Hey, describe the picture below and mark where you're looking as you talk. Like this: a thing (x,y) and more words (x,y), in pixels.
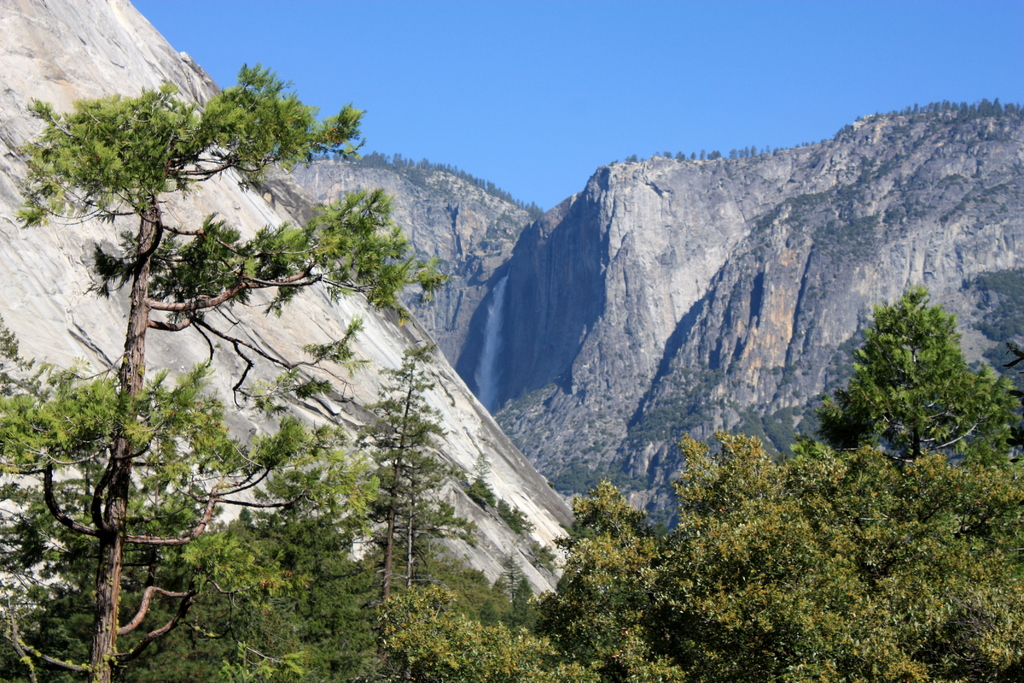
In the picture I can see few trees (664,558) and mountains (582,263).
